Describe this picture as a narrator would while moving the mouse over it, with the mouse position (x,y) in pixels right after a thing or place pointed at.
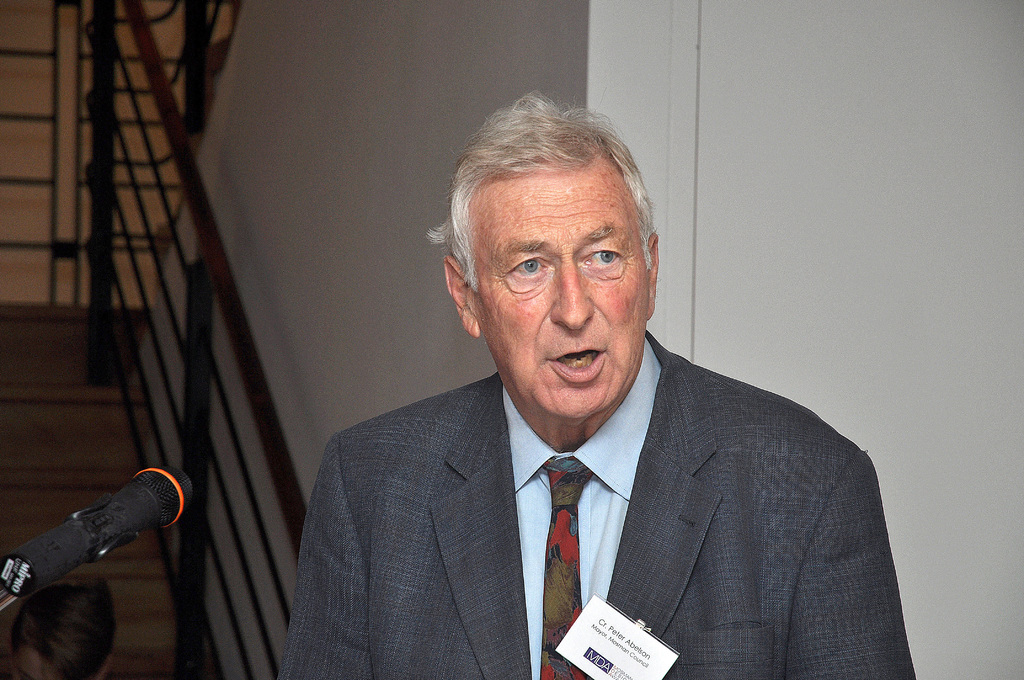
In this picture there is an old man (599,401) wearing black color coat (658,482) is speaking something and looking to the right side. Beside there is a black color microphone (114,517). Behind there is a white color wall (225,432) and some steps (39,360) with black color fencing railing (201,543).
